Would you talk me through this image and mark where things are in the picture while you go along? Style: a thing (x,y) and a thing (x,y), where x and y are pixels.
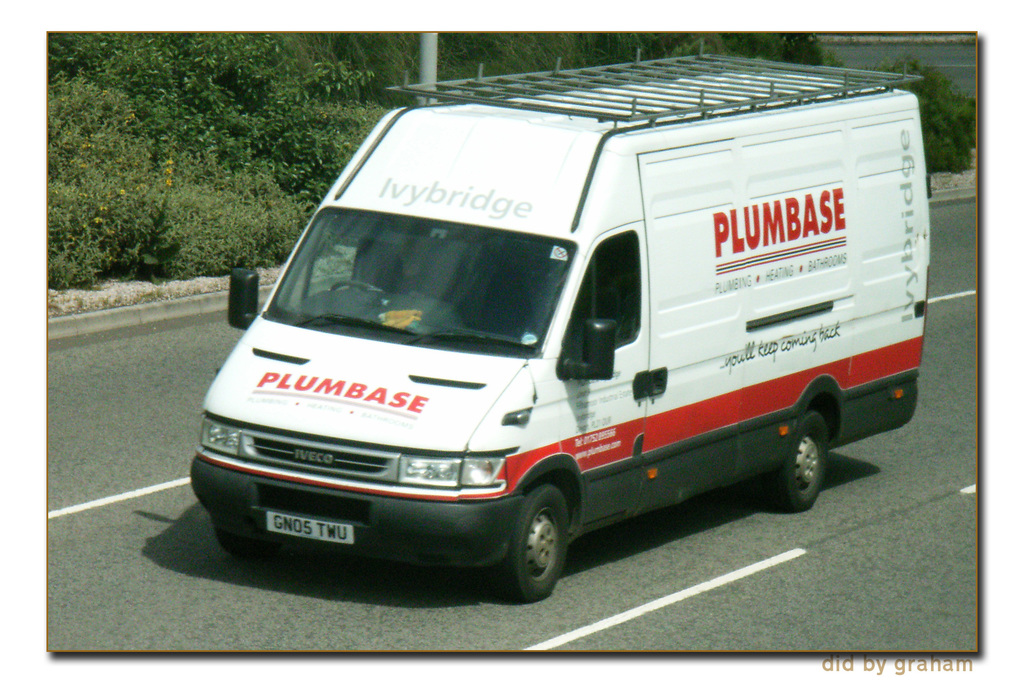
This image is taken outdoors. At the bottom of the image (736,567) there is a road (119,357). In the middle of the image (487,360) a truck (495,331) is moving on the road (744,593). In the background (268,204) there are a few plants (299,117) and a pole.
